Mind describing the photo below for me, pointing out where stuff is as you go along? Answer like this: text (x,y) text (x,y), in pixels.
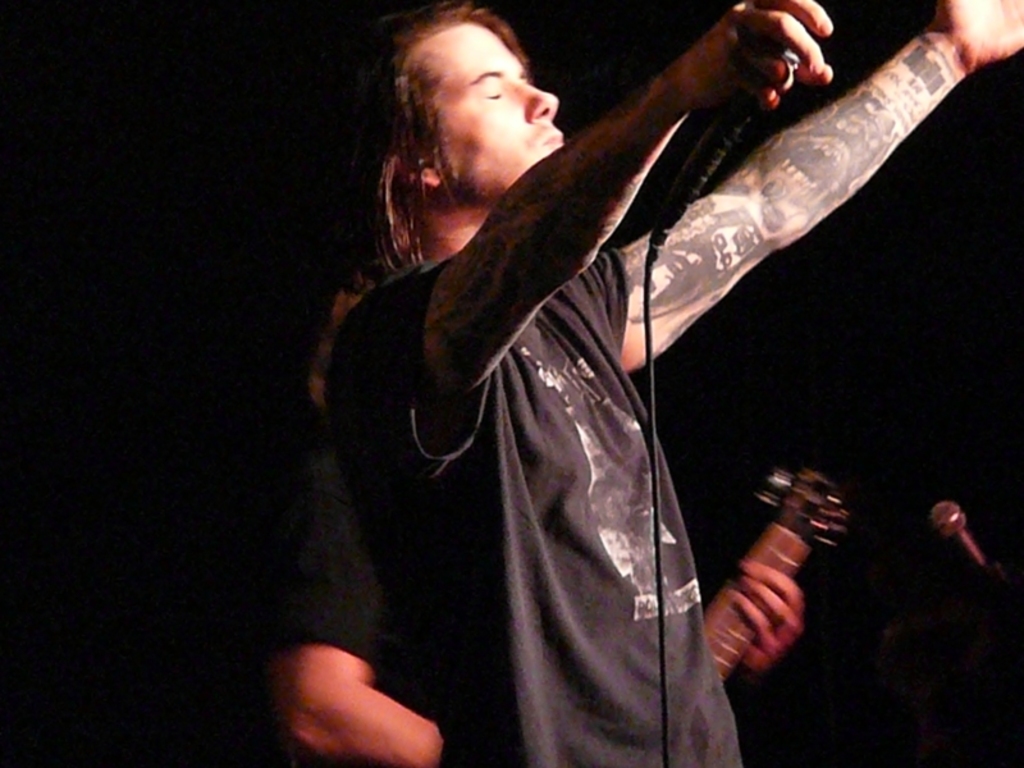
In this image I can see a person (427,361) standing.
